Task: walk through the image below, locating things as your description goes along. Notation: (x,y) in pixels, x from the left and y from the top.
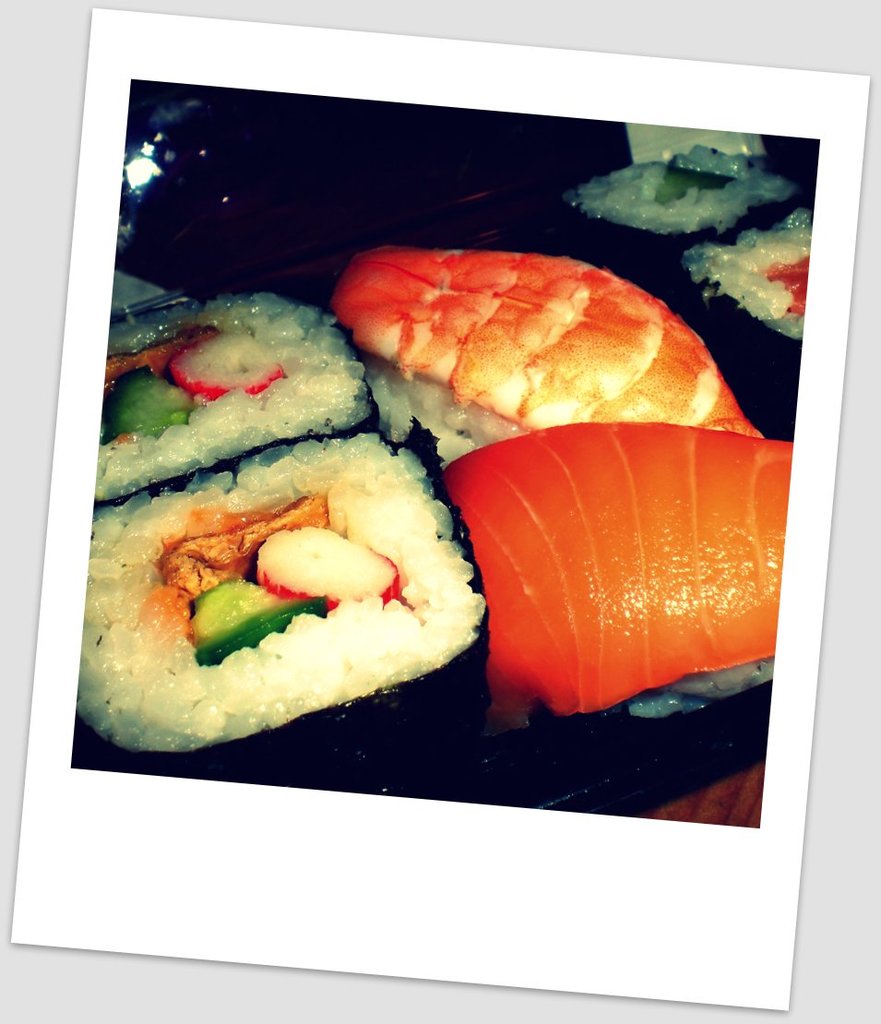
In this picture we can see a Polaroid photo (465,354) of some food (233,594).
